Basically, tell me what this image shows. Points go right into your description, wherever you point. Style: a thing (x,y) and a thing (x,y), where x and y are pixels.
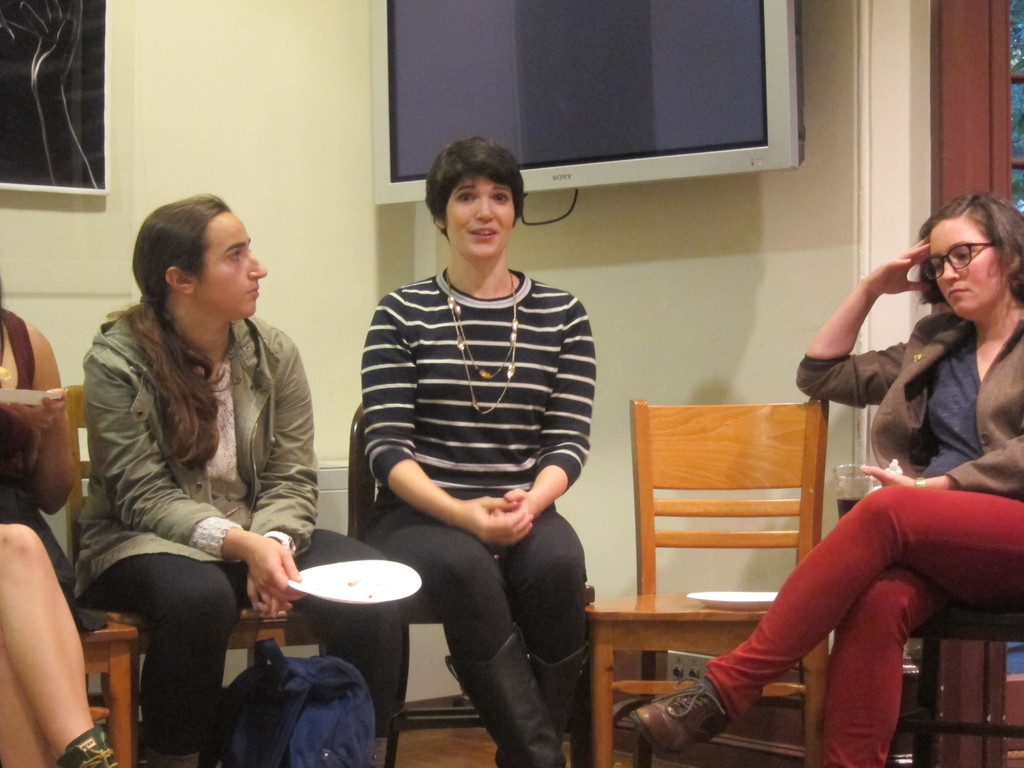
In this image I see 4 women (557,759) and all of them are sitting on the chairs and there is a bag (276,643) over here and this woman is holding a plate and this woman (987,356) is holding a glass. In the background (739,267) I see the wall (786,390), a TV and a photo frame (45,37).
